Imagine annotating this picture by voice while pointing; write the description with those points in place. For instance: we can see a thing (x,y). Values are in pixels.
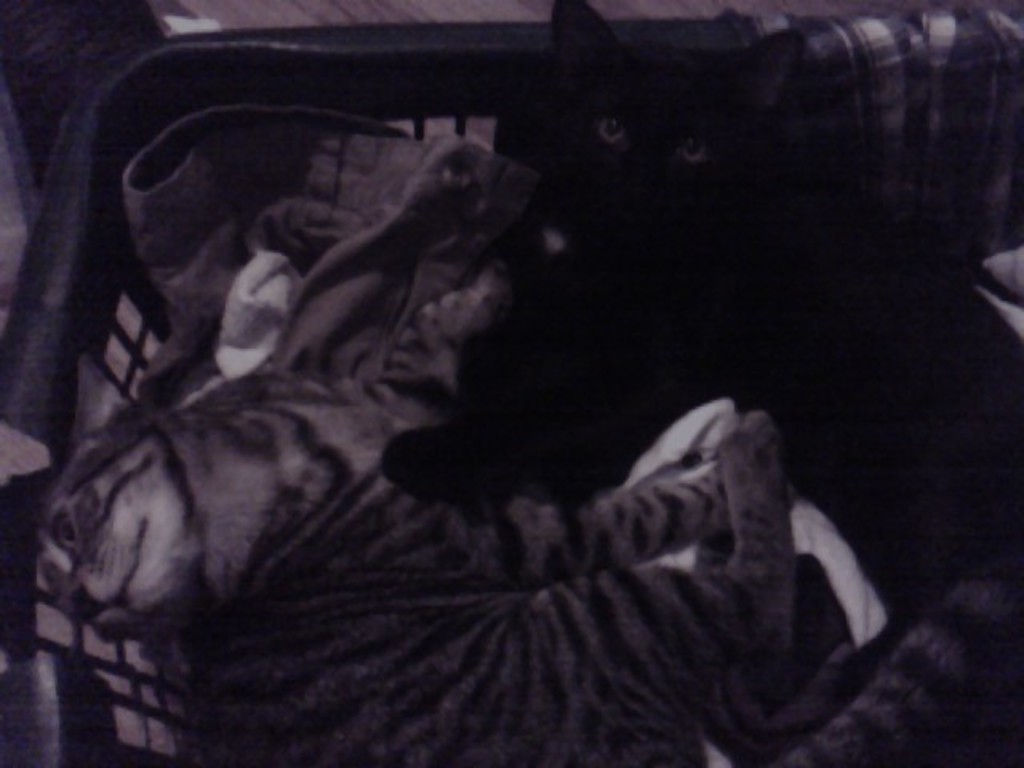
In this image we can see cats (48,508) which are of black and brown color in the tub (88,271) in which there are some clothes (336,270).
